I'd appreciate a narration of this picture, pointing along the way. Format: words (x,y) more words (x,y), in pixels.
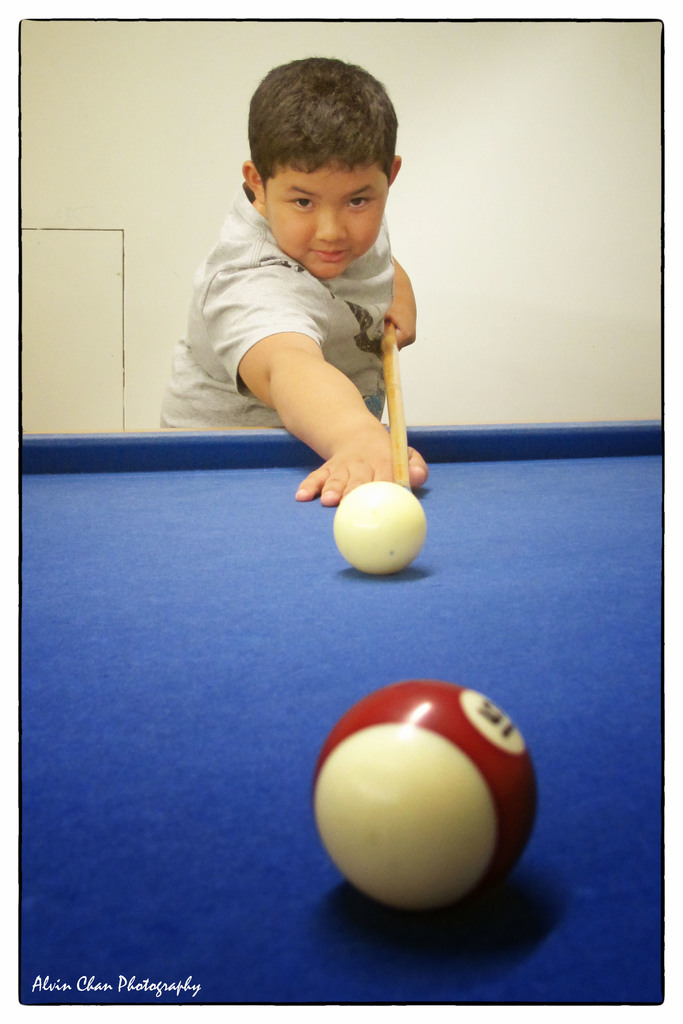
In this image a boy (319,282) is behind the table (435,529) having two balls (335,758) on it. He is holding stick (392,345). Behind him there is wall (128,94).
